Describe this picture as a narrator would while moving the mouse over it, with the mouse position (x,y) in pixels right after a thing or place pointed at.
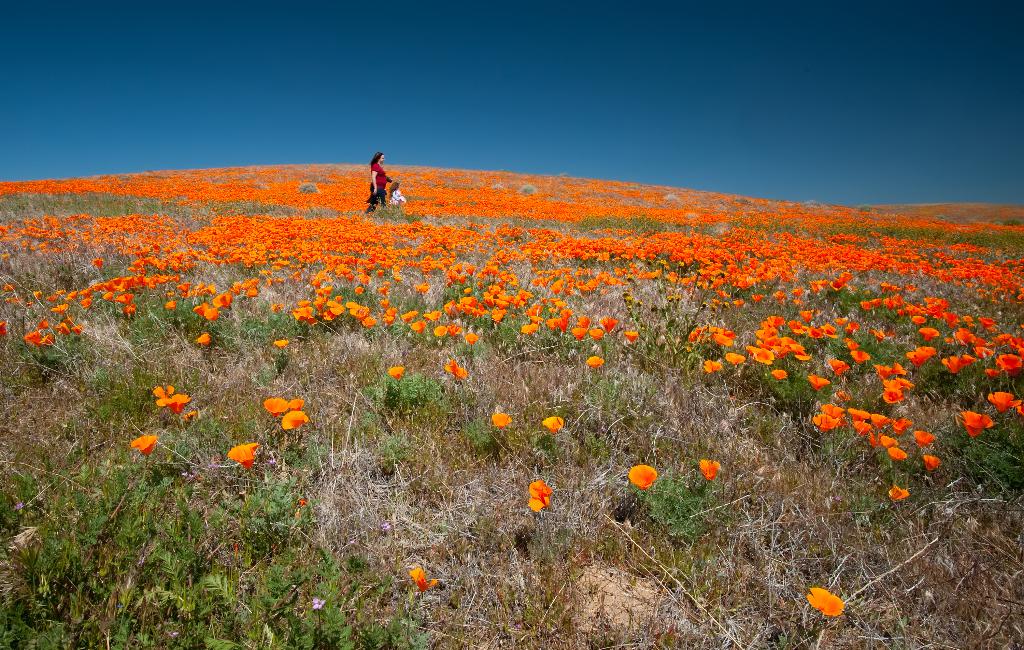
In this image I can see the yellow and orange color flower (390,322) to the plants (303,362). In-between the plants (354,234) I can see two people (372,200) with red and white color dresses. In the background (427,100) I can see the blue sky (401,50).
